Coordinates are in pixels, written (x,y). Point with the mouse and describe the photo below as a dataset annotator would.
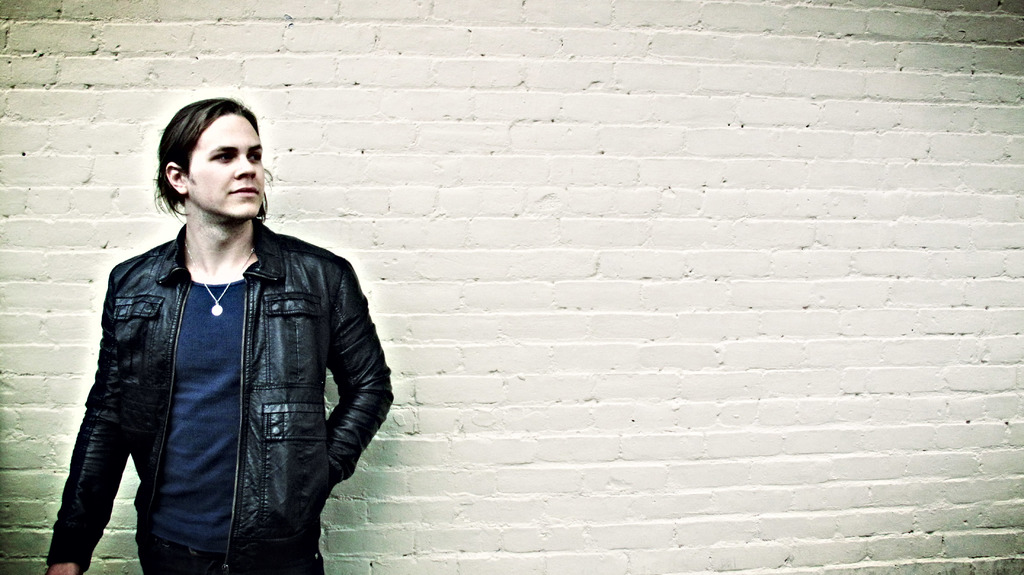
On the left side of the image (255,153) we can see a man (245,378) standing and he is wearing a jacket (327,361). In the background (455,289) there is a wall (660,350).
